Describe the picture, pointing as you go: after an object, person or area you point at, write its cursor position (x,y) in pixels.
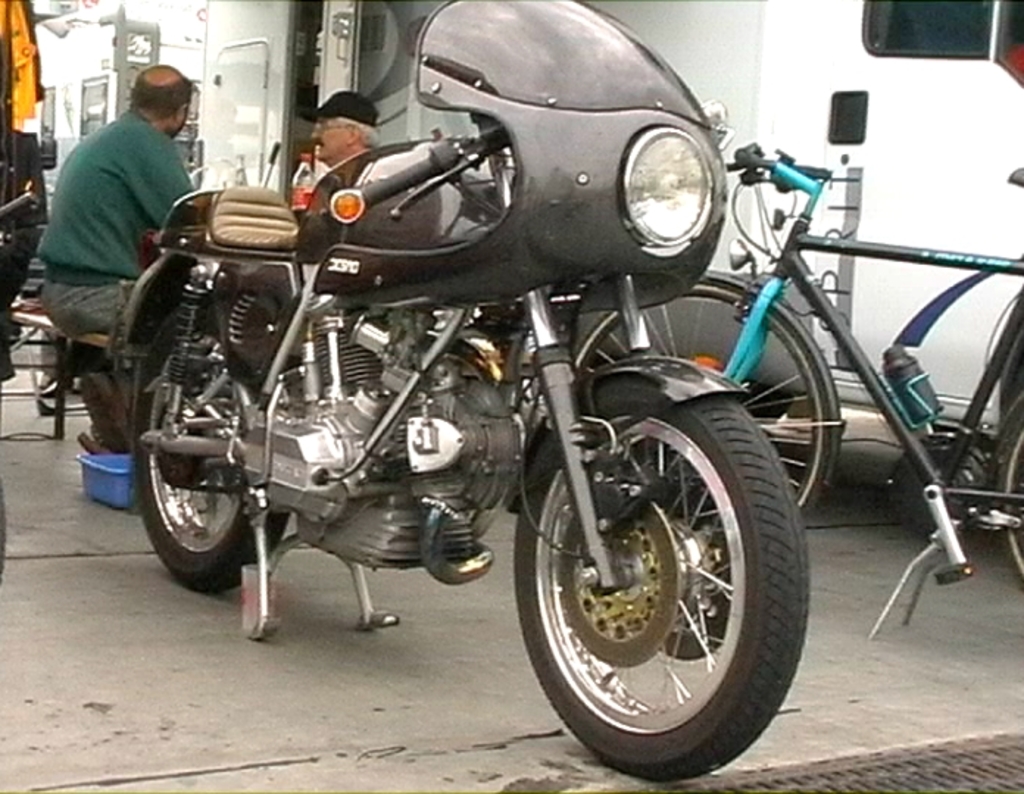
In this picture we can observe a brown color bike (362,356). On the right side (833,250) we can observe a bicycle (802,292). In the background (120,170) there are two men (149,189) sitting on the bench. There is a table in between them. In the background (734,58) there is a wall (669,25).
